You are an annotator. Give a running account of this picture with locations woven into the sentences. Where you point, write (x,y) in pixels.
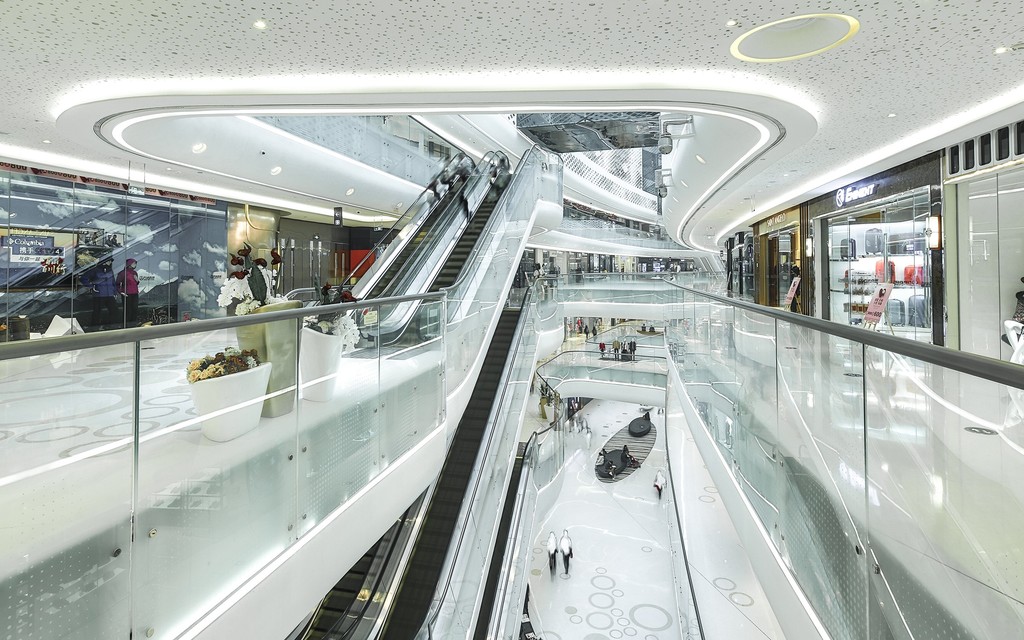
In this picture we can see an inside view of a building (626,314), railings (627,298), escalators (495,290), pots (218,392) on the floor (343,370) with plants (237,367) in it, some people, shops (822,231), boards (885,300), ceiling (787,127), lights (719,182) and some objects (663,190).
